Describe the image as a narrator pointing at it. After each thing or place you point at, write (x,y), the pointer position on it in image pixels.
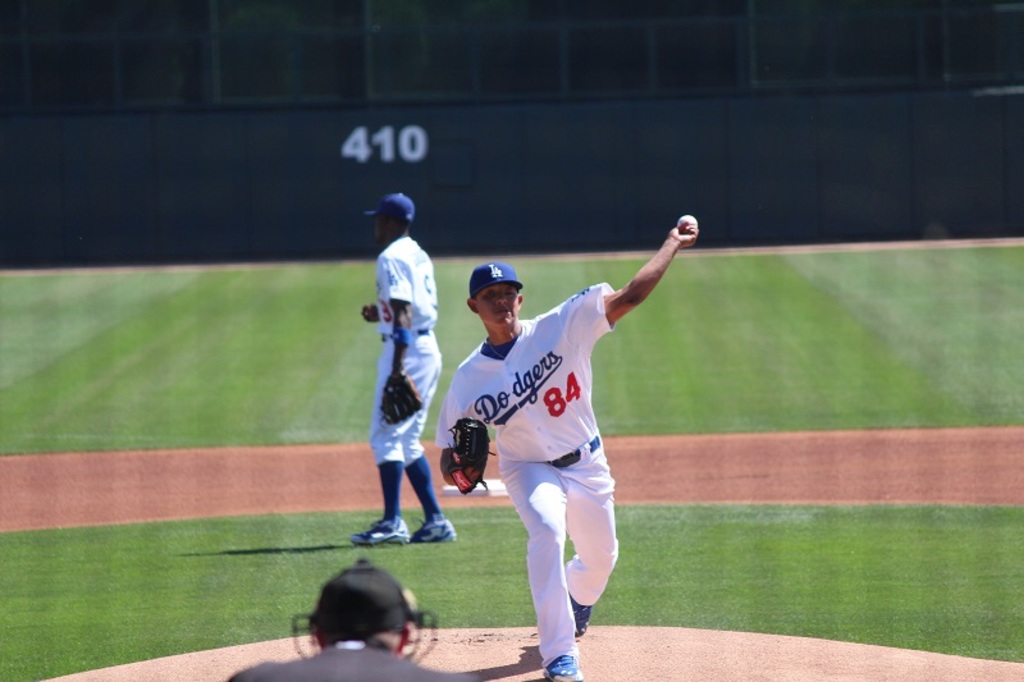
In this image I can see three people (558,590) in a stadium (297,576). The person (567,606) in the center of the image (487,426) is holding a ball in his hand (683,244) seems throwing it off. They are wearing caps (479,287). At the top of the image (374,169) I can see a wall (368,167) like background (359,154) with some number (390,154).
